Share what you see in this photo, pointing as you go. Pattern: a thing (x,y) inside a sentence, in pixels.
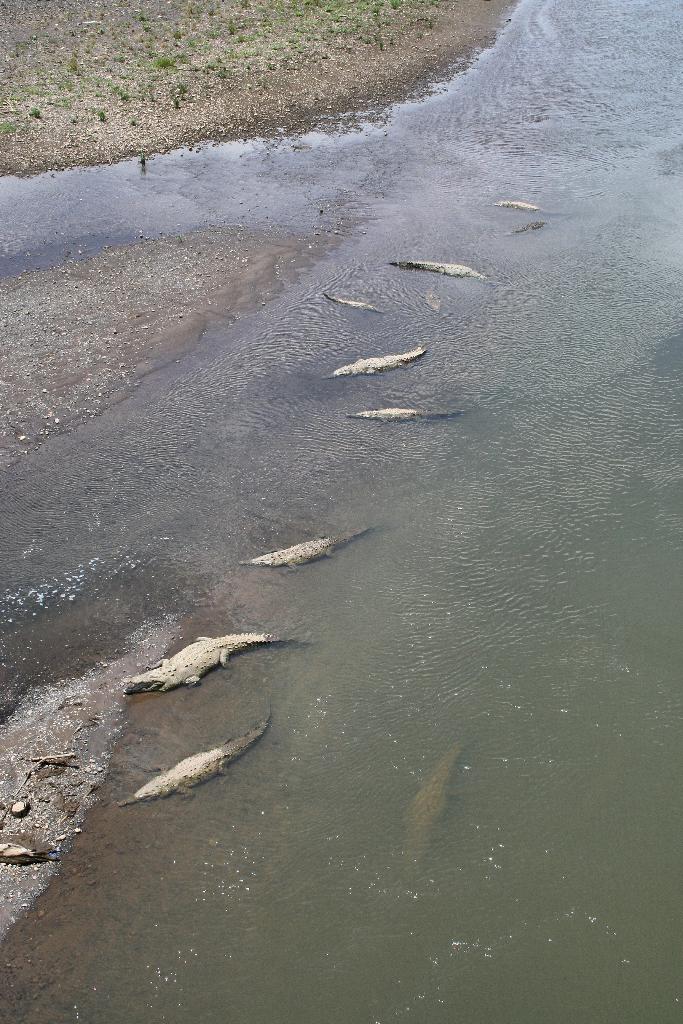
This picture is clicked outside the city. In the center (287,557) we can see the reptiles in the water body (332,228). In the background (272,32) we can see the ground (244,88) and some other items (123,98).
